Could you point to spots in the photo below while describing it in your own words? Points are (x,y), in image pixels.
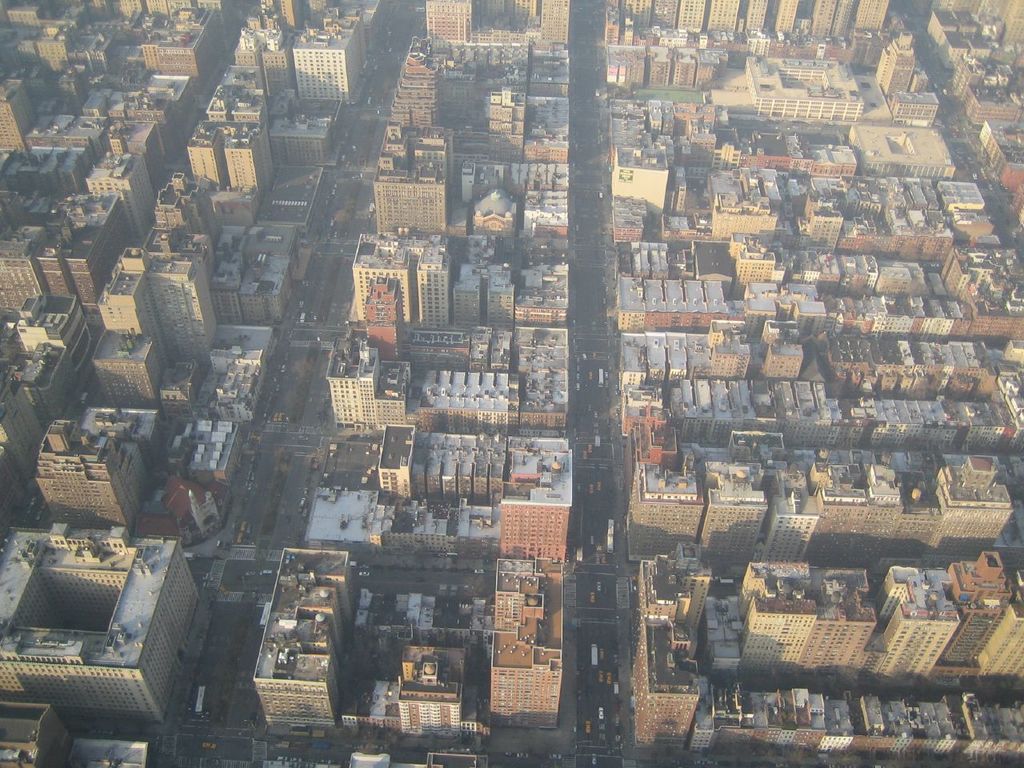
In this image we can see the complete view of the city (726,595) where we can see tall buildings (221,338), roads (300,516) and vehicles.
